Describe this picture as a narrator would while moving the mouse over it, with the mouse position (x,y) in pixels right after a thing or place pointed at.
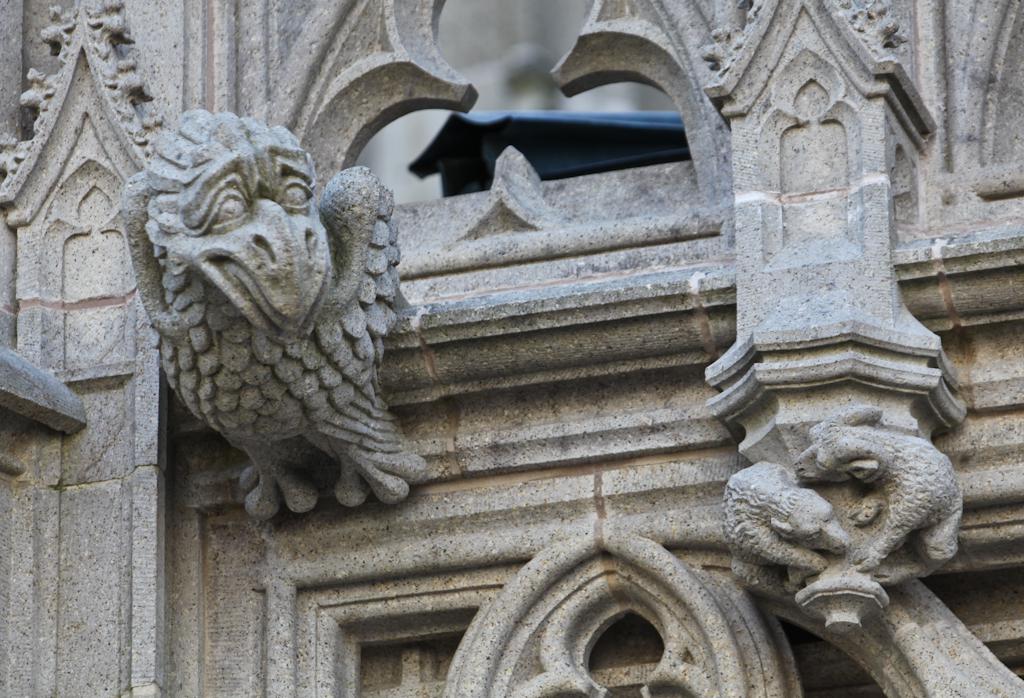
In this image we can see the sculptures (260,397) on the wall (555,438) and at the back (509,135) we can see the black color object (614,143).
